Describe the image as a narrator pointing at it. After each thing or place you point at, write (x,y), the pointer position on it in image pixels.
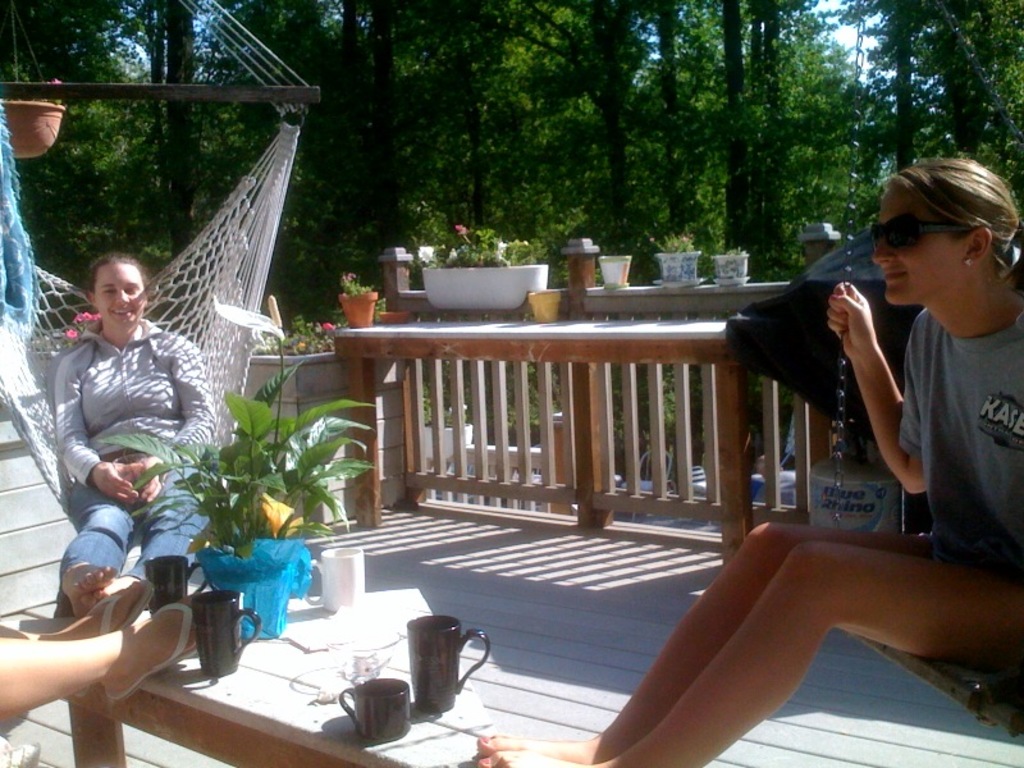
As we can see in the image there is a net (222,401), plant (253,487) and two people (178,393). In the background (738,25) there are trees (450,11). In the front (246,674) there is a table (275,659). On table (225,688) there are cups (347,572), plant (228,480) and a pot (253,597).
